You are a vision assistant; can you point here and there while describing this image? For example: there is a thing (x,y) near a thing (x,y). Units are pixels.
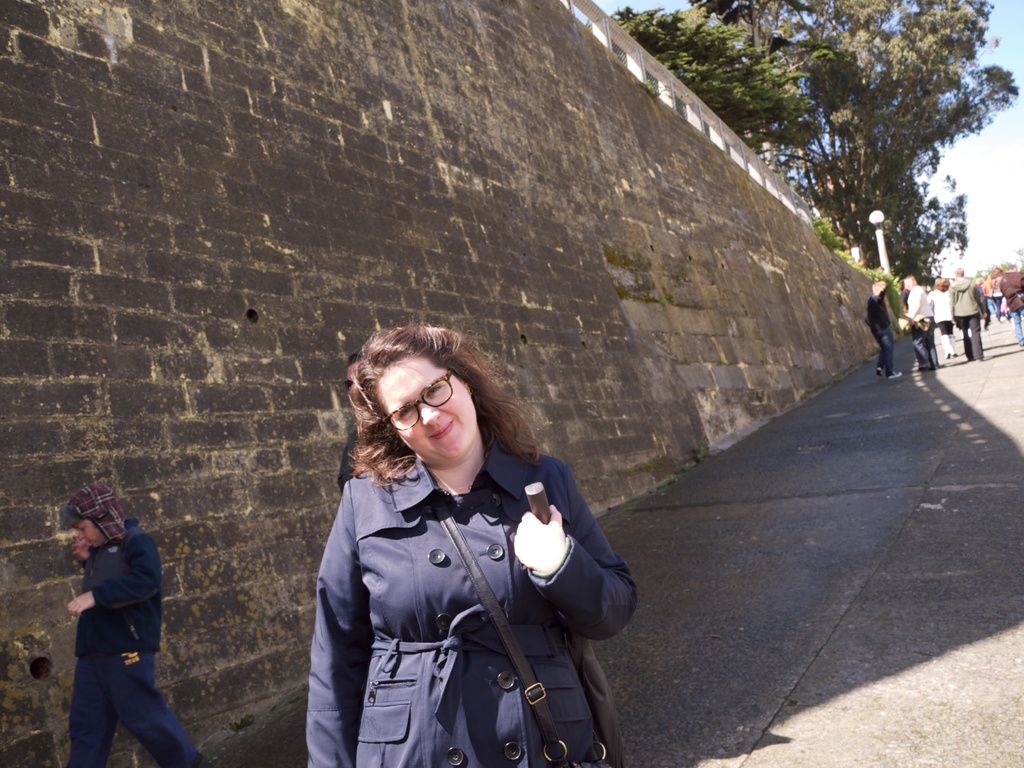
In this picture we can see a woman (383,447) wore spectacles (443,379), holding an object (537,503) with her hand (534,566) and smiling and at the back of her we can see the wall (591,368), some people (153,645) on the ground (912,390), light pole (885,259), trees (823,199) and in the background (997,176) we can see the sky (980,218).
